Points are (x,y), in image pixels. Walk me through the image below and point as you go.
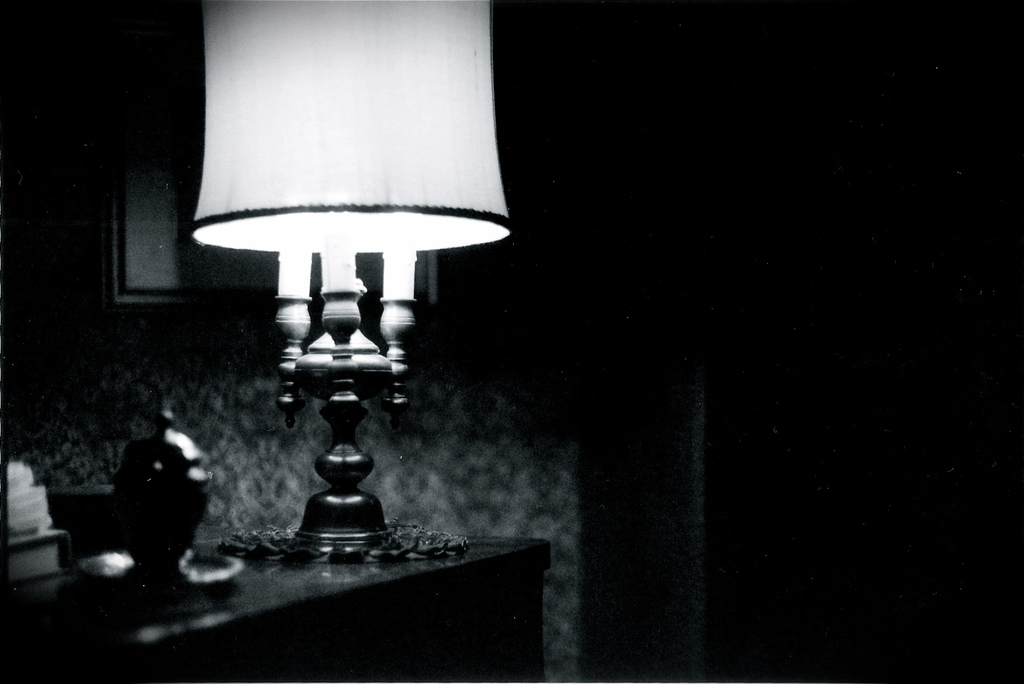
This is a black and white picture. In this picture, we see a table (278,578) on which jar (183,523) and a lamp (352,354) are placed. On the left side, we see an object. In the background (560,377), we see a wall (543,295) and a window (154,280). On the right side (746,436), it is black in color. This picture is clicked in the dark.
